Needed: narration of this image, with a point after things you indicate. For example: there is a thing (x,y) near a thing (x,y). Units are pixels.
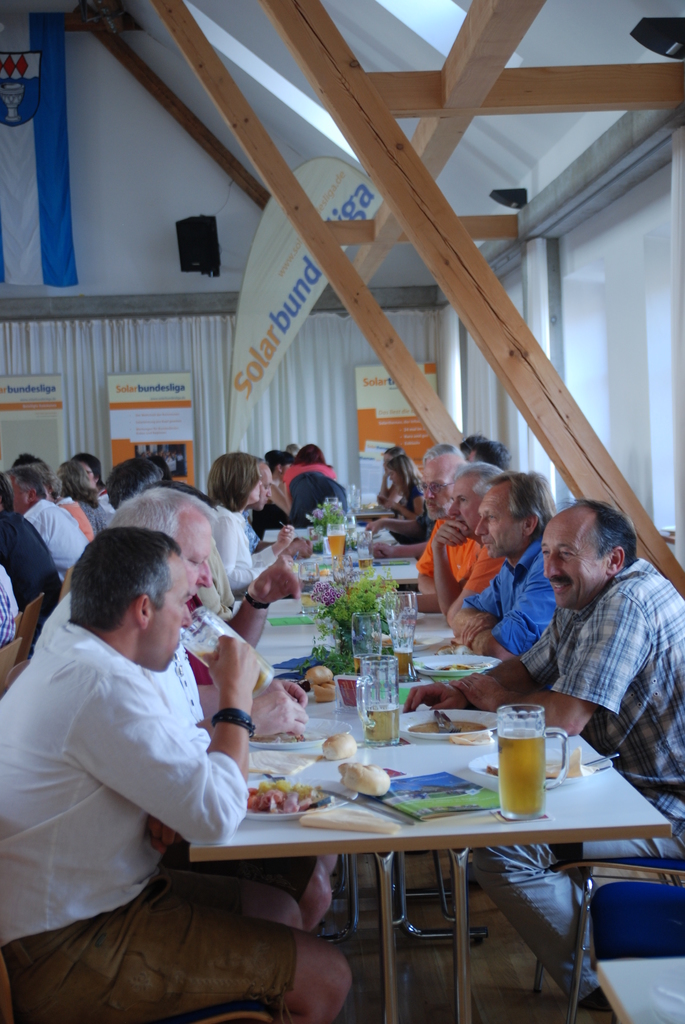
There are many people (205,499) sitting in this room (341,756). There is a table (329,838). And on this table (304,833) there is a book (402,797), bun (354,781), plate (440,659) food items (282,789), flower vase (351,596), glasses (399,665), spoons (455,730). A person (107,737) is wearing white shirt (74,807) and a brown trousers (177,919) is drinking. Behind it there is a curtain (197,339) and some posters (29,402) are over there.
